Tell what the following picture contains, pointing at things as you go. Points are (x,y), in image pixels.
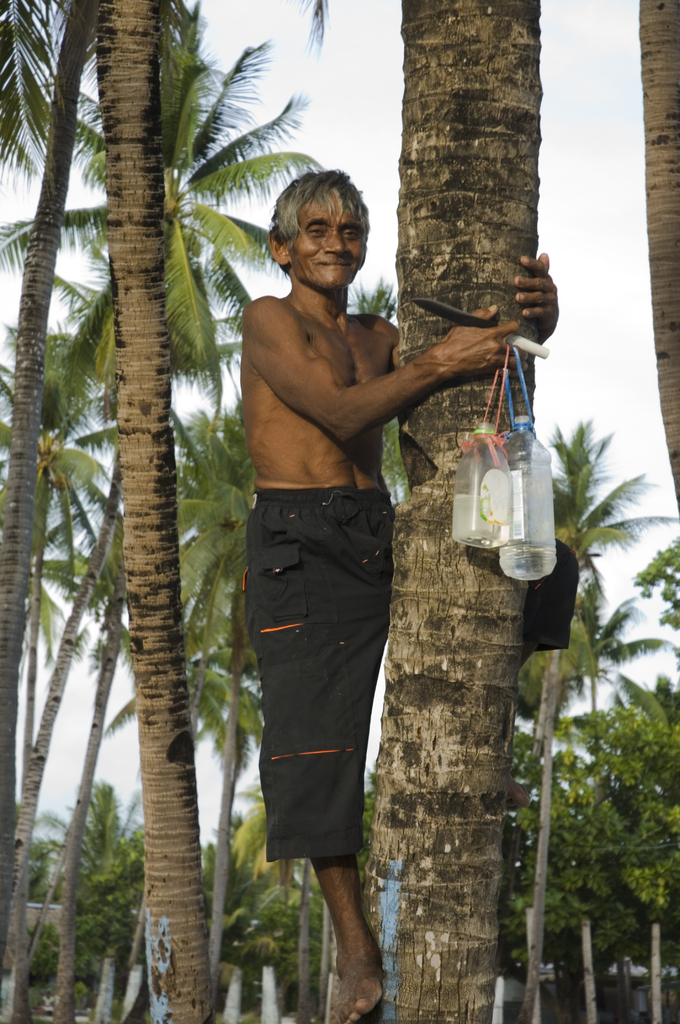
Here I can see a man (277,610) is climbing a coconut tree (427,607). I can see few bottles (476,496) and a knife (522,339) in his hand (468,352). In the background (140,622), I can see some more coconut trees (133,452). On the top of the image (586,154) I can see the sky (570,198).
